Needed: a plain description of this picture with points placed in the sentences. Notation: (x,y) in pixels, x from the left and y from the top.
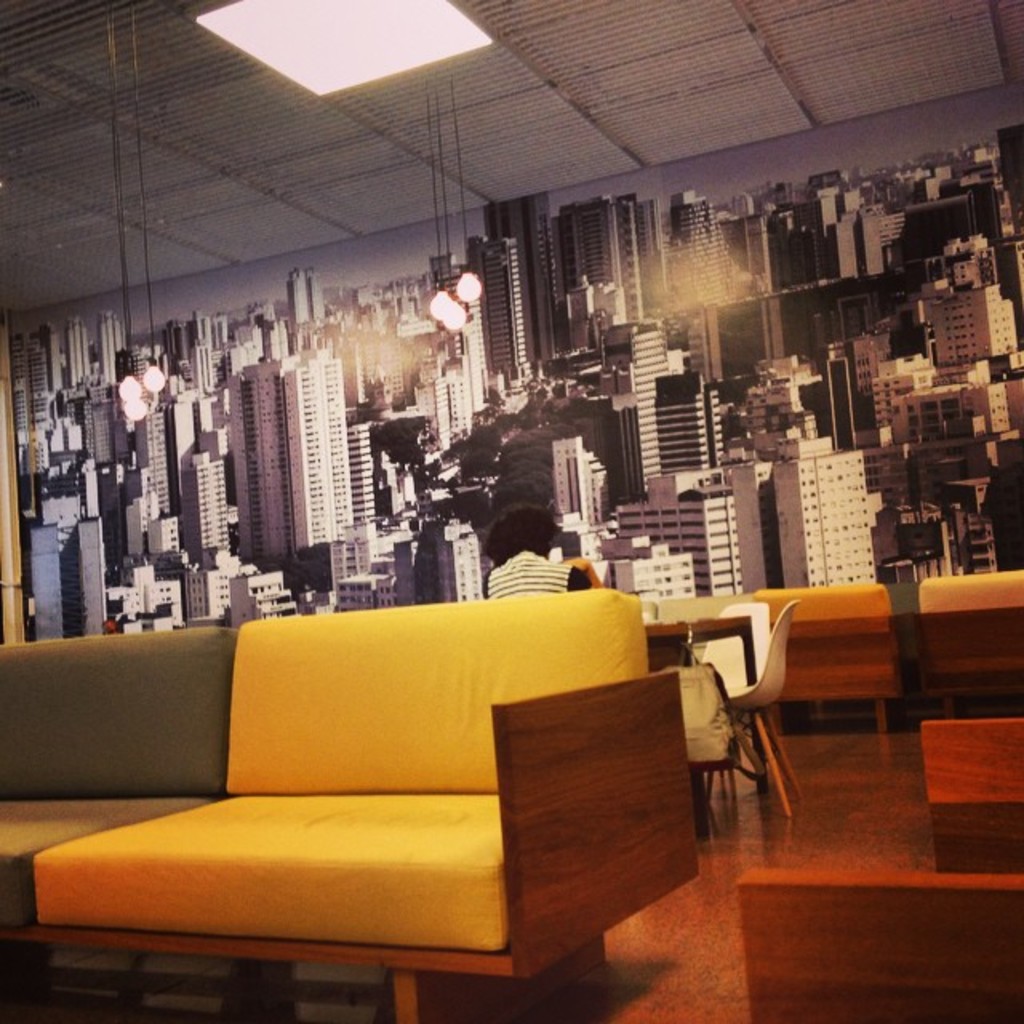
In the center (528,574) we can see one person (515,524) is sitting in front of table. Here in front (560,620) we can see the couch (347,770). And coming to the background (400,320) we can see the wall (676,406).
